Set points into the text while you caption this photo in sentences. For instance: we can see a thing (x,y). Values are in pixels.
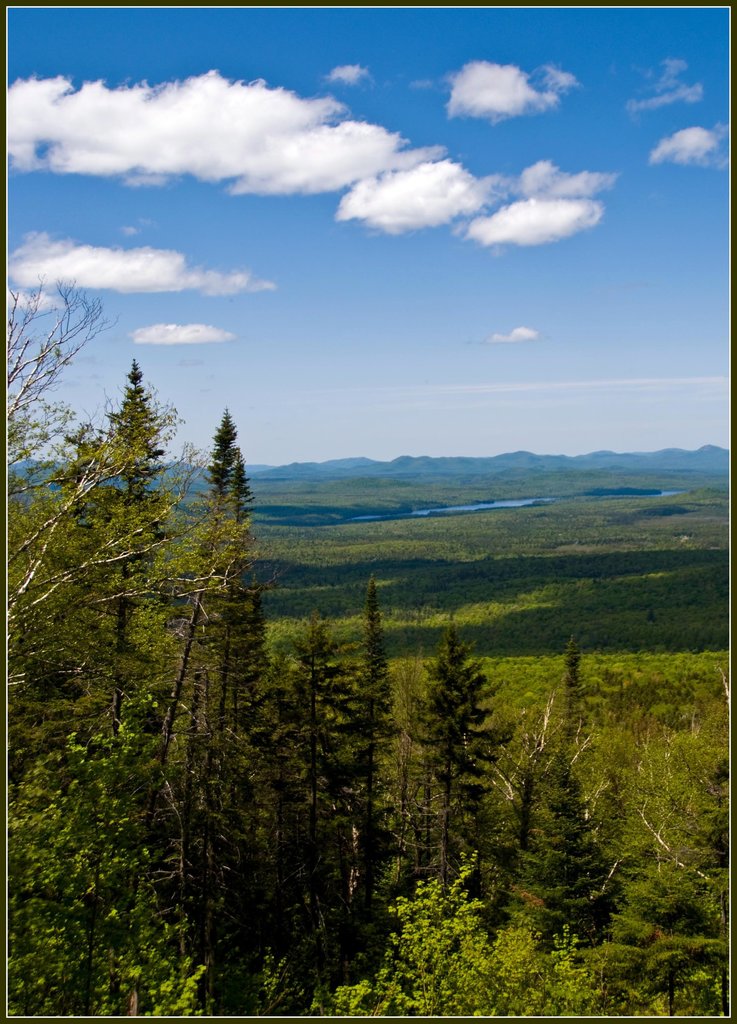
In this picture I can see the plants (612,983) and trees (307,852) in front (315,783) and in the background (321,294) I see the sky (346,237) and I see few more plants (404,481).
